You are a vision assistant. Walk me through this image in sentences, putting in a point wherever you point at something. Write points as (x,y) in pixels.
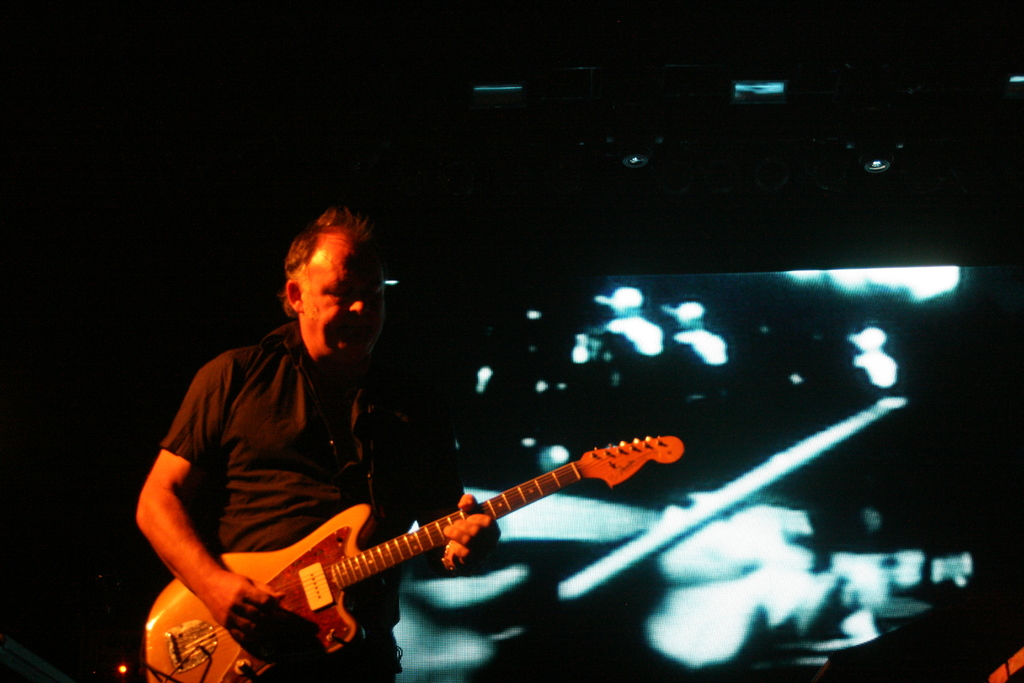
There is one man (334,457) standing and playing a guitar (314,587) as we can see at the bottom of this image (269,519) and it is dark in the background (374,108). It seems like a screen (652,370) on the right side of this image (706,405).
